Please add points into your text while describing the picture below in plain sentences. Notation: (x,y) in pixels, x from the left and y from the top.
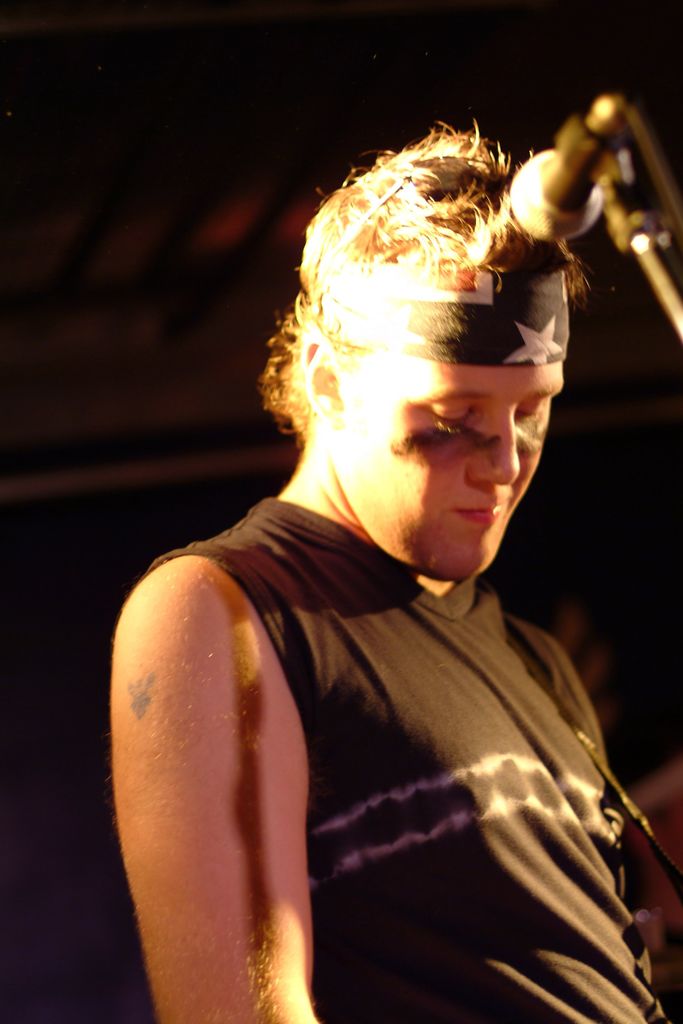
This image consist of a man (392,810) wearing a black color sleeveless T-shirt (410,741) and a head band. On the right (642,250), there is a mic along with a mic stand (642,250). The background (11,720) is too dark.
